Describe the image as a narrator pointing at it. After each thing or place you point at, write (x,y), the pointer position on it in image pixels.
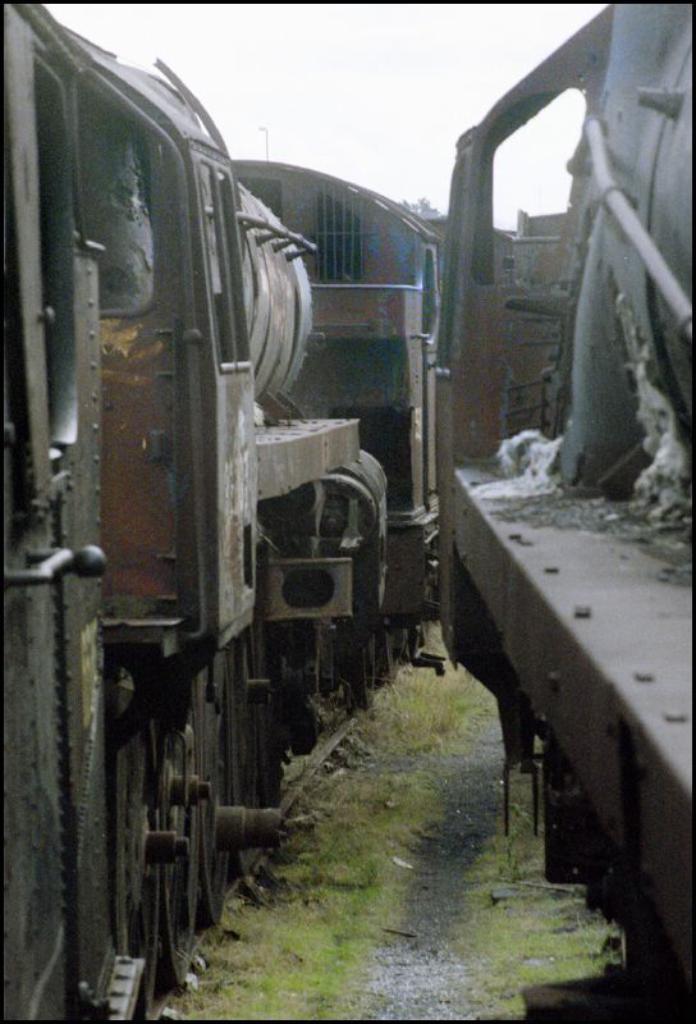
In this image we can see a train (250,683) on the railway track (255,860) on the left side (199,570) and on the right side (509,716) there is another train (584,239). We can see grass (480,716) on the ground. In the background (443,125) we can see a pole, tree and sky (312,135).
